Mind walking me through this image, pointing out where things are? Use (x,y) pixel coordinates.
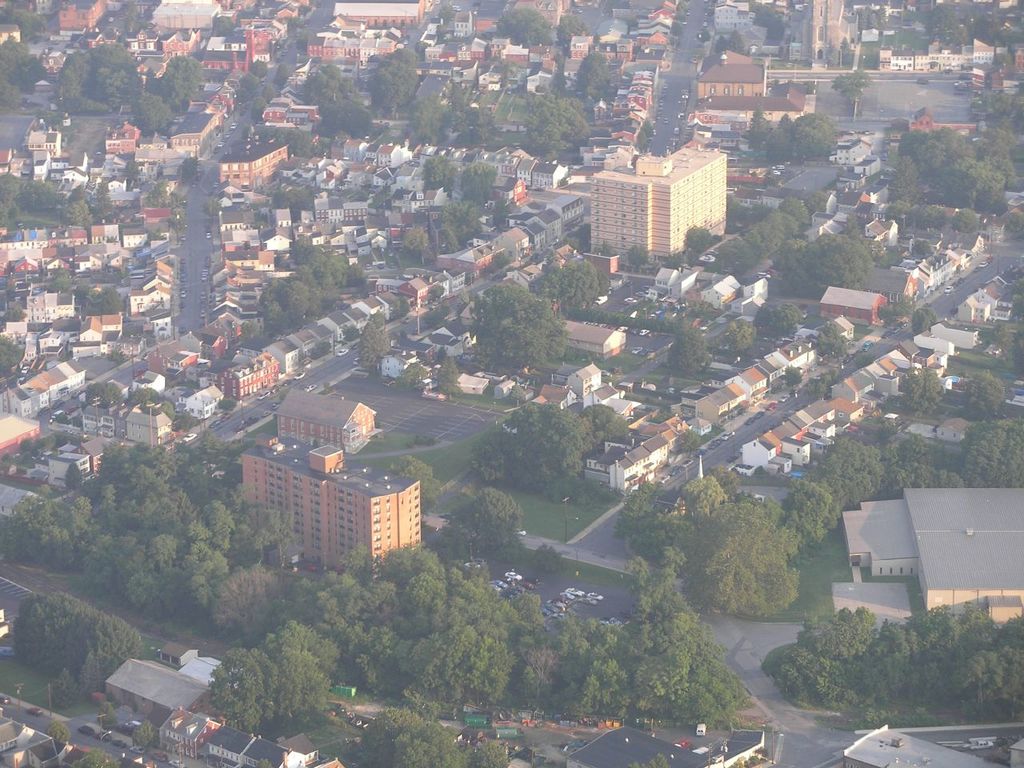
This is the top view of the image where we can see buildings (127,241), trees (553,425), roads (620,541) and the vehicles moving on the road (252,121).
